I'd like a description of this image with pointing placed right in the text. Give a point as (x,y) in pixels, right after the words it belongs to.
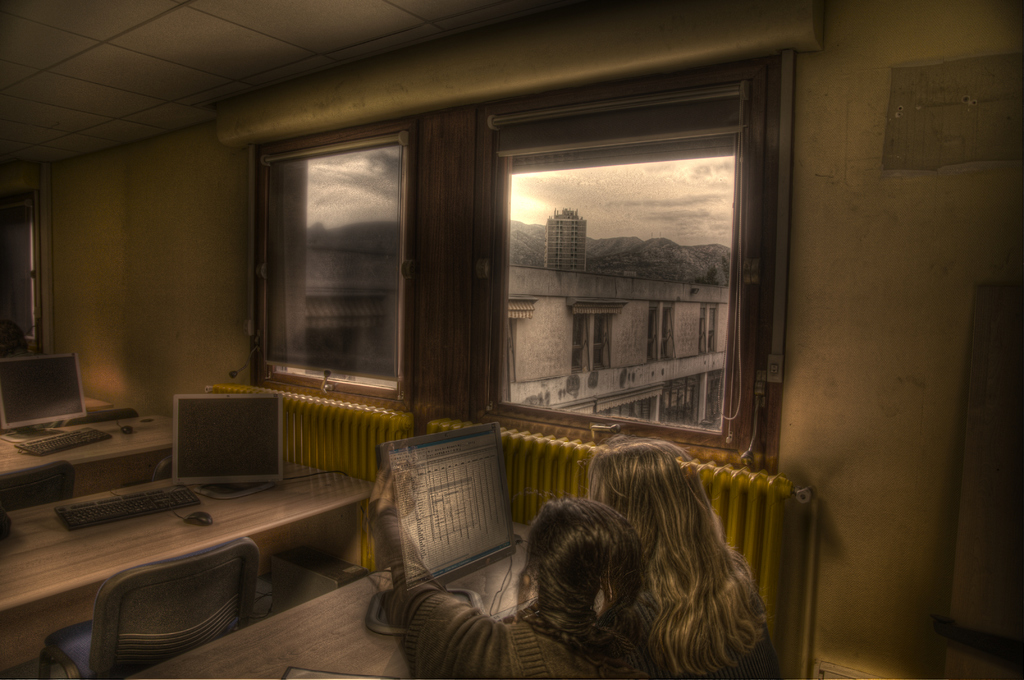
In this picture I can see women (580,599). I can see personal computers (430,551). I can see table (210,543). I can see chair (193,588). I can see buildings (600,325). I can see clouds (659,209) in the sky (626,206).
